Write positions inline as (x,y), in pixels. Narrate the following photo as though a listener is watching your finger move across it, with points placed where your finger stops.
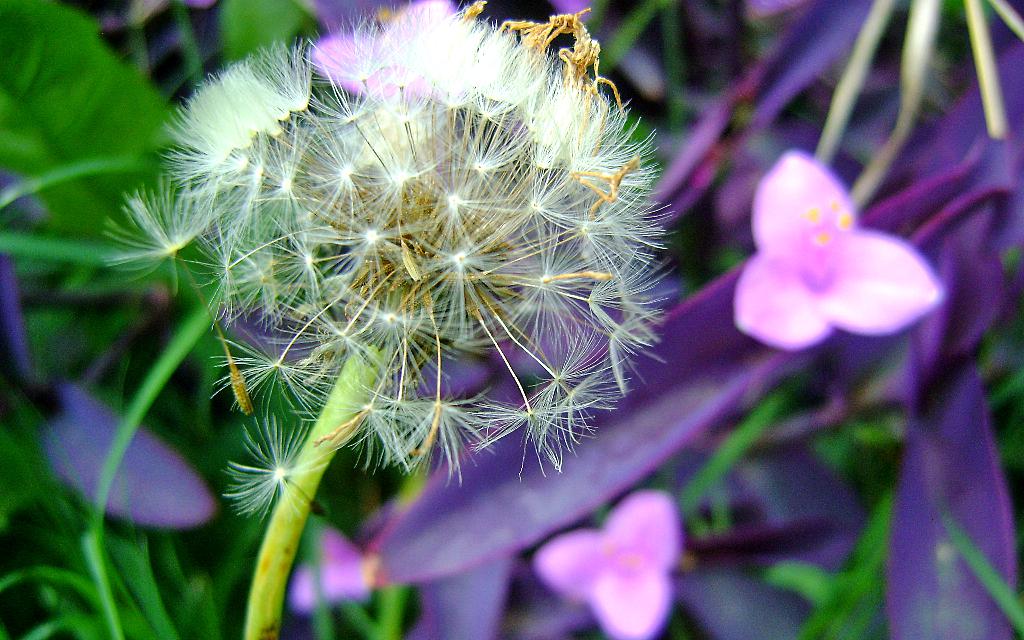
In the image there is a dandelion flower (400,321) to a plant (266,580) and the background of the flower (370,435) is purple and green.
